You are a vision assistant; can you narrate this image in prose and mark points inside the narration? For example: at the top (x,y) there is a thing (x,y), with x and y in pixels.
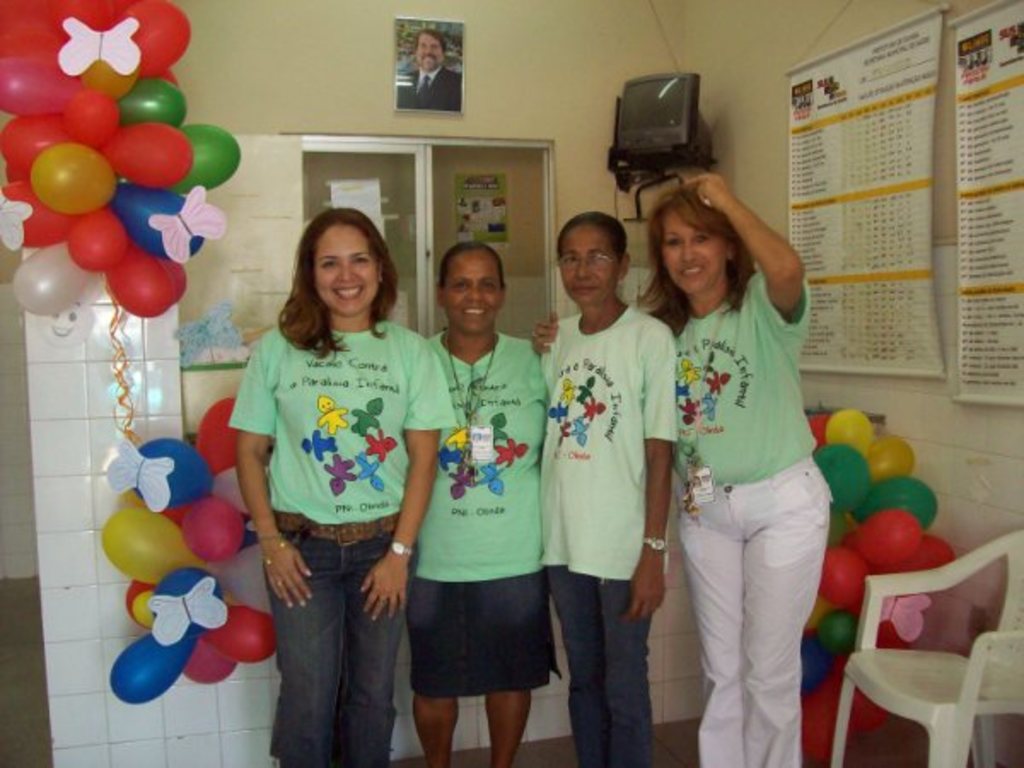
There are four ladies (484,367) standing with green color t-shirt (452,367). To their left side there are balloons (62,104), and a pillar (57,556). And to the right side (905,203) there is a wall (947,192). And to the right bottom (958,672) there is a white color chair (921,660) and balloons (896,544) are there. In the background (436,215) there is a window (442,214) with glass (436,183). On the top (429,73) there is a frame (452,87). In the corner there is a TV (638,108).
